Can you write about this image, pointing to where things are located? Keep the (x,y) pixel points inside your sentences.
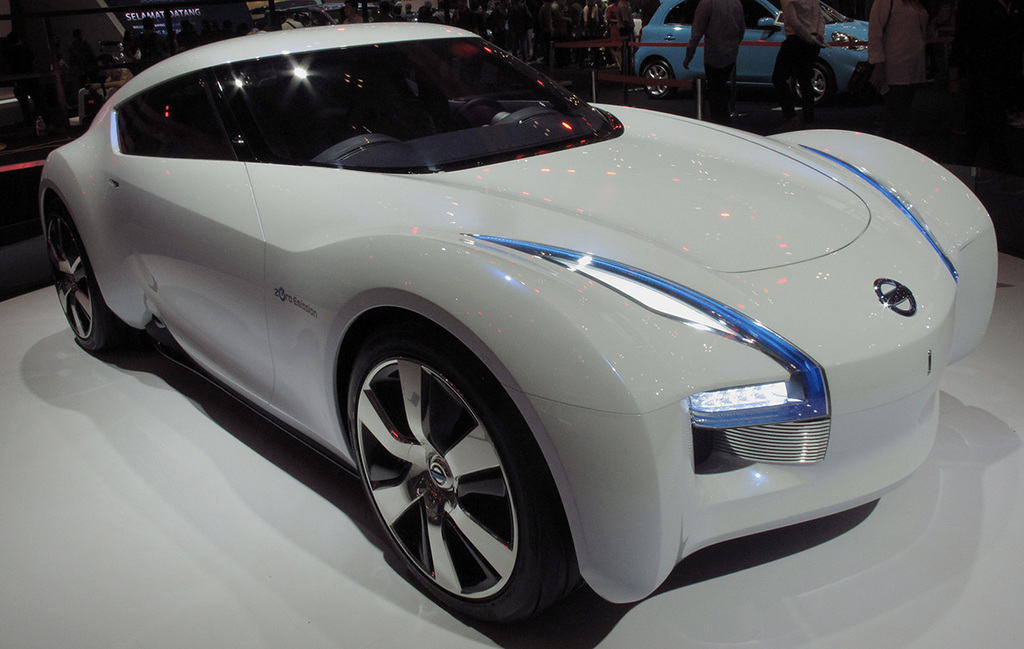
In this image we can see a group of people (704,49), some vehicles (379,337) are parked on the ground (756,113), we can also see some poles (698,90) and ribbons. At the top of the image (193,8) we can see a board (180,10).
